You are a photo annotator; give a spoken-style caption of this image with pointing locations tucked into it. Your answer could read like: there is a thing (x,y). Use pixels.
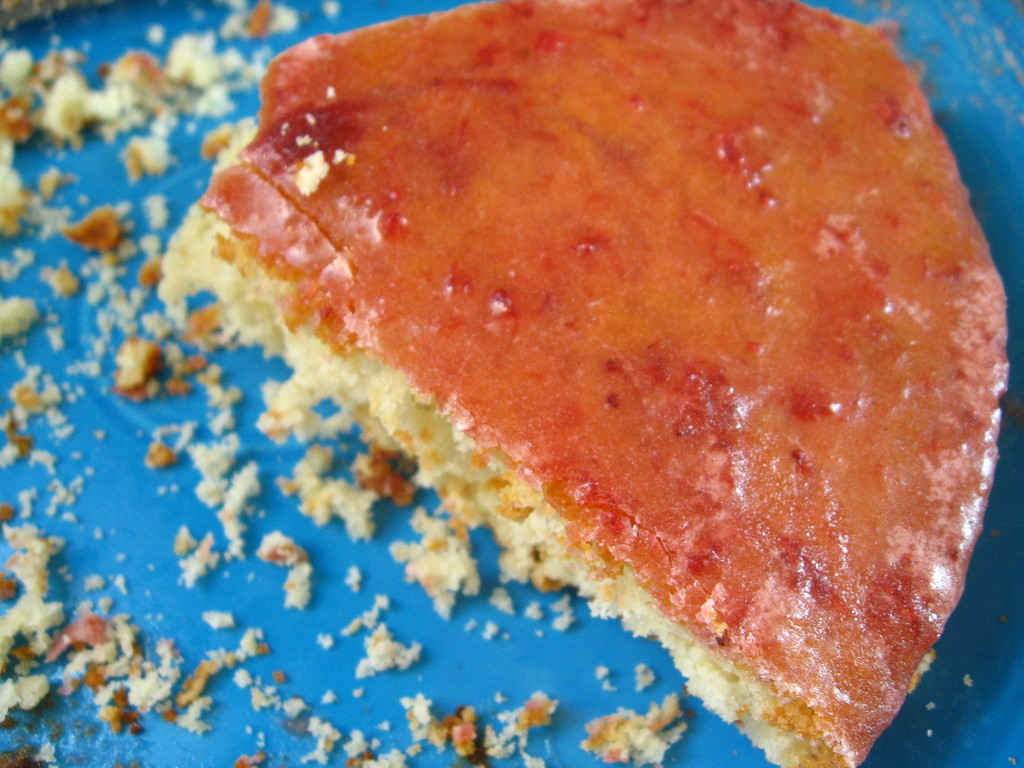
In this picture i can see food item (413,307) on a blue color object (216,347).
